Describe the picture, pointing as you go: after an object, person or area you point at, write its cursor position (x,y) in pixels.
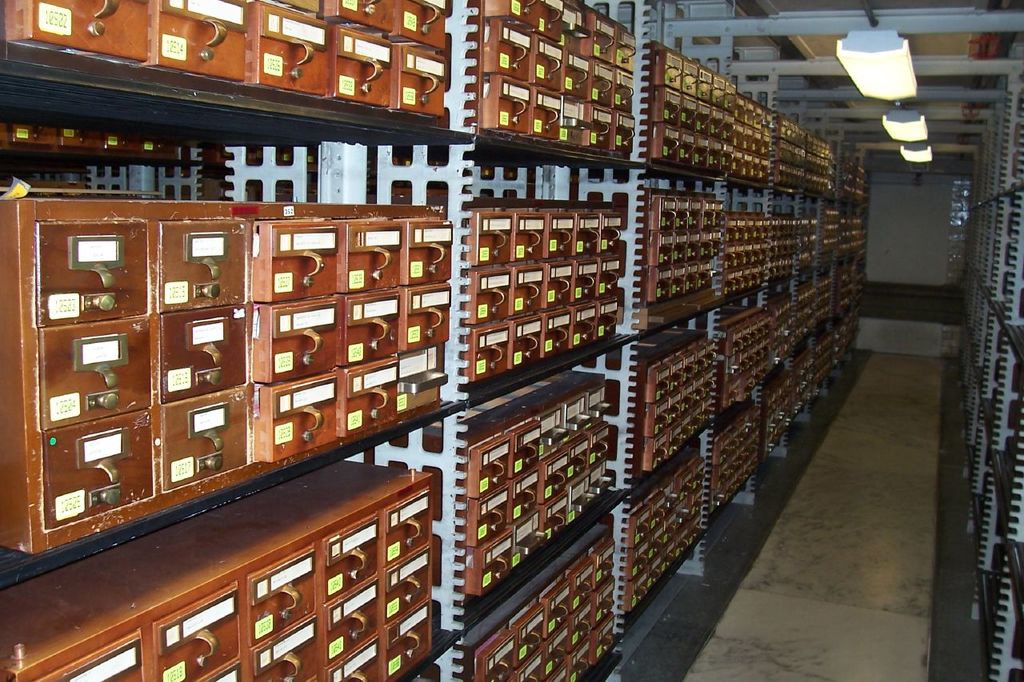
In this image I can see few wooden boxes (588,416) and they are in the racks (494,137). Background I can see few lights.
